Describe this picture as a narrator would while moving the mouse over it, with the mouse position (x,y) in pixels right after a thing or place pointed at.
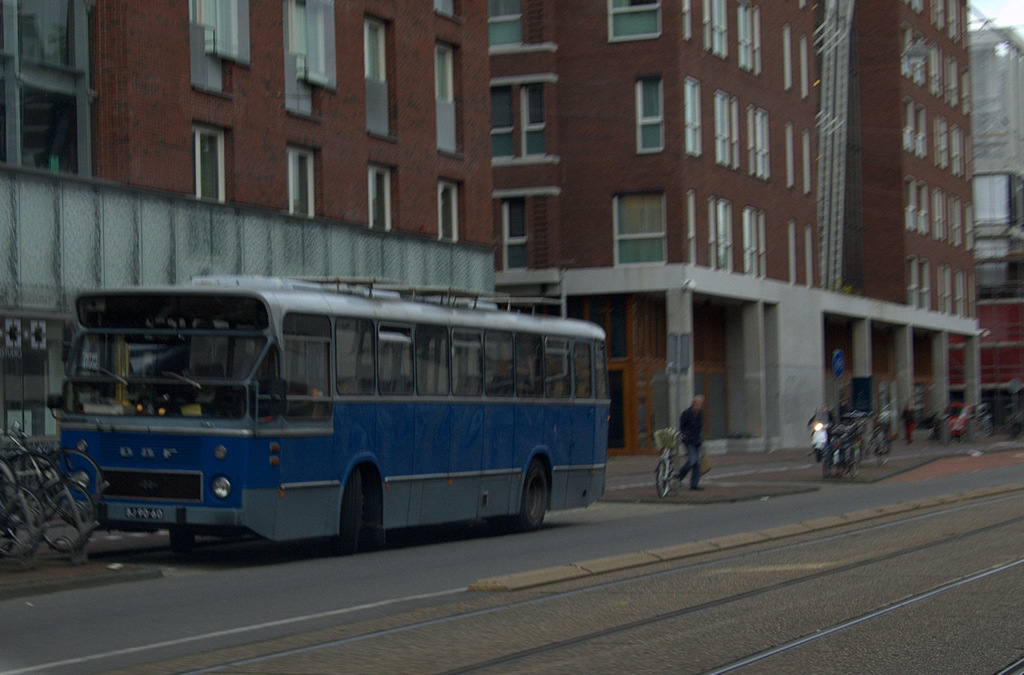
In the foreground of this picture (770,601), there is a track (867,611) on the road (877,629) and beside it there are vehicles (290,457) on the road (701,505). In the background (455,169), there are buildings (886,125) and the sky (995,16).
